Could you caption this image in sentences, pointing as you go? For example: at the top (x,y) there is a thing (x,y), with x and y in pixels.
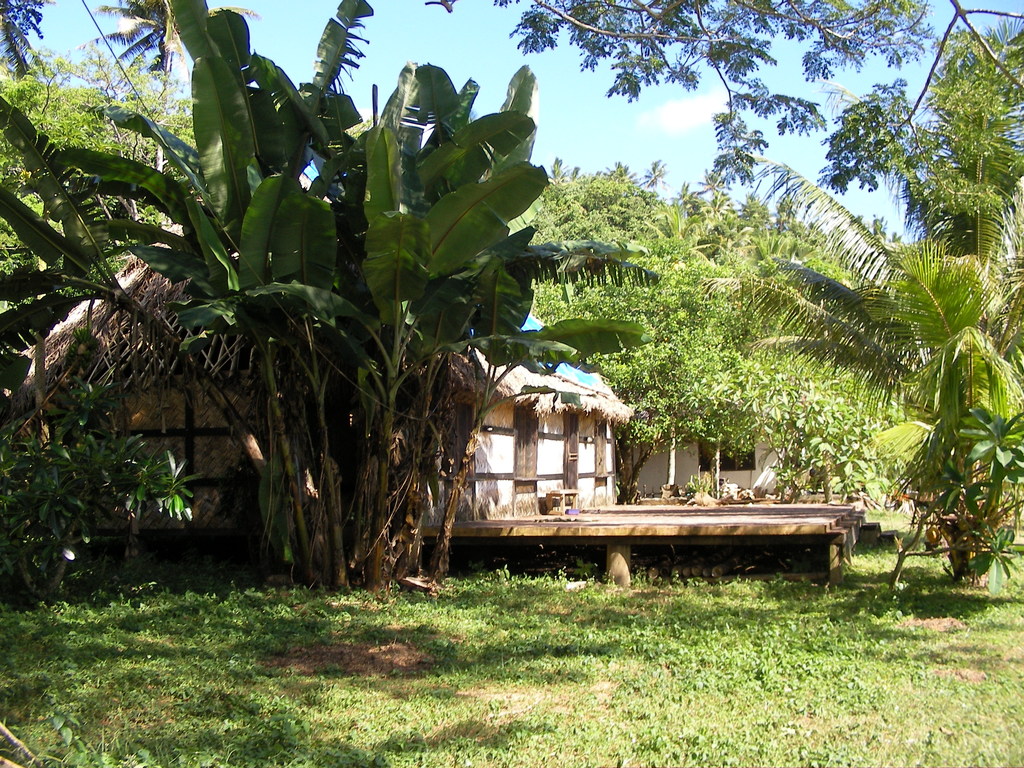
In this picture I can see there is a building (537,435) in the backdrop (537,435) and there is grass (413,638) on the floor (299,655) and there are trees (420,247) in the backdrop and the sky (480,6) is clear.
